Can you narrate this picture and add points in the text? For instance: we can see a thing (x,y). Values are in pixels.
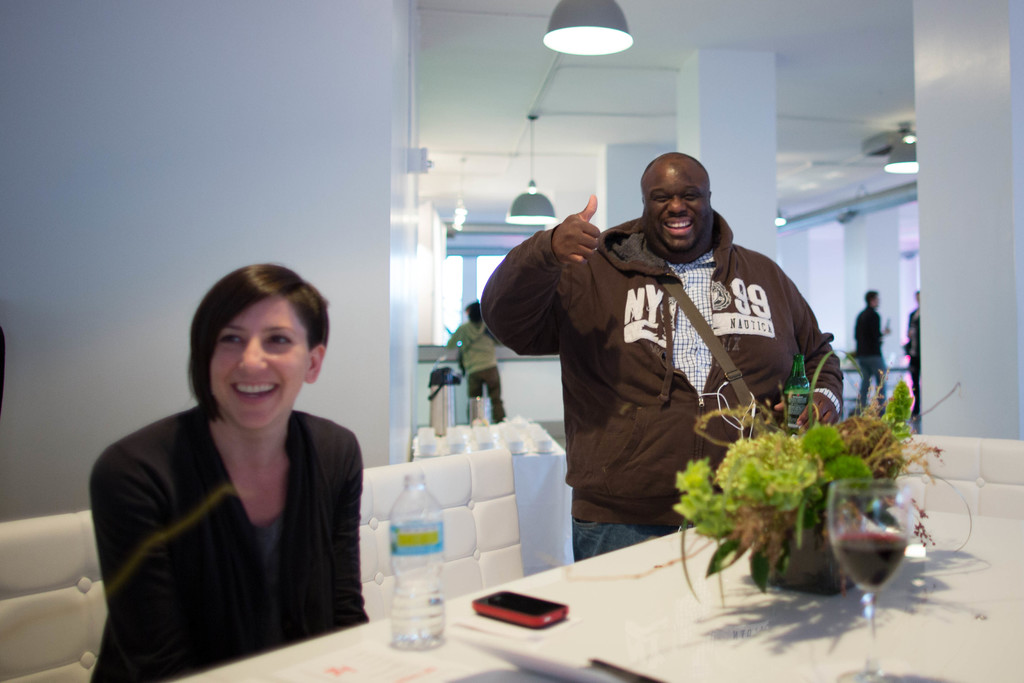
In this picture we can see couple of people (684,270), a woman (139,463) is seated on the chair (367,469), next to her we can see a man (708,327), he is holding a bottle (799,373) in his hand (800,425) and they both are smiling, in front of them we can find a bottle (400,551), mobile (518,616), flower pot (736,474) and a glass (862,503) on the table (747,580), in the background (586,46) we can see couple of lights (598,49).
